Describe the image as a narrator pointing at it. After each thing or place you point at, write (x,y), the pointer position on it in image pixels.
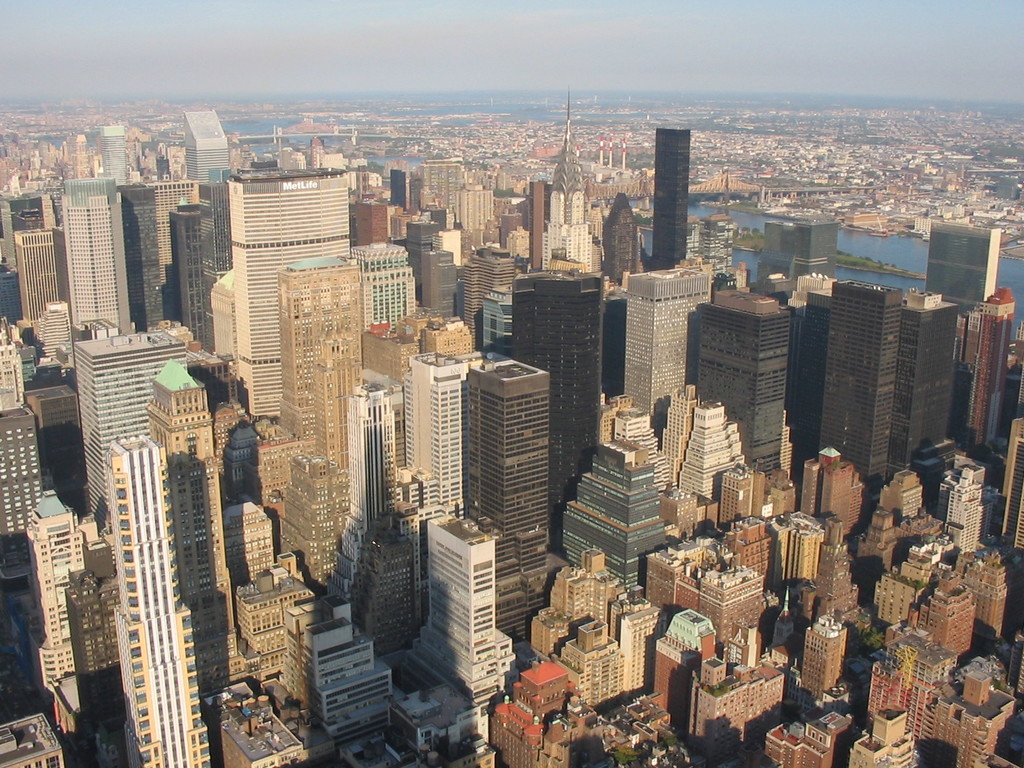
In this image, we can see buildings (417,303). There is a river (879,242) on the right side of the image (894,240). There is sky (447,42) at the top of the image (447,47).
